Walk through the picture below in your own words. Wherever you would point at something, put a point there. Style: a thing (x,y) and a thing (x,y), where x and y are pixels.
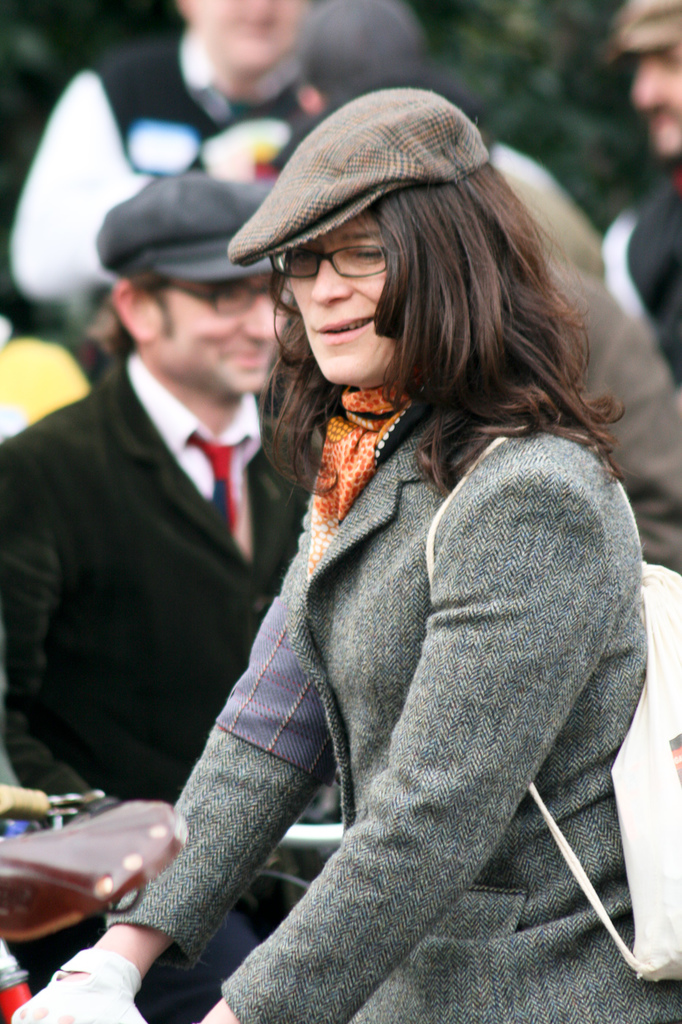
In this image we can see some group of persons (226,223) standing at the foreground of the image (377,333) there is a lady person (393,688) wearing suit (375,789), hat (331,157) which is of brown color, also carrying backpack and also wearing gloves (84,983), standing.
